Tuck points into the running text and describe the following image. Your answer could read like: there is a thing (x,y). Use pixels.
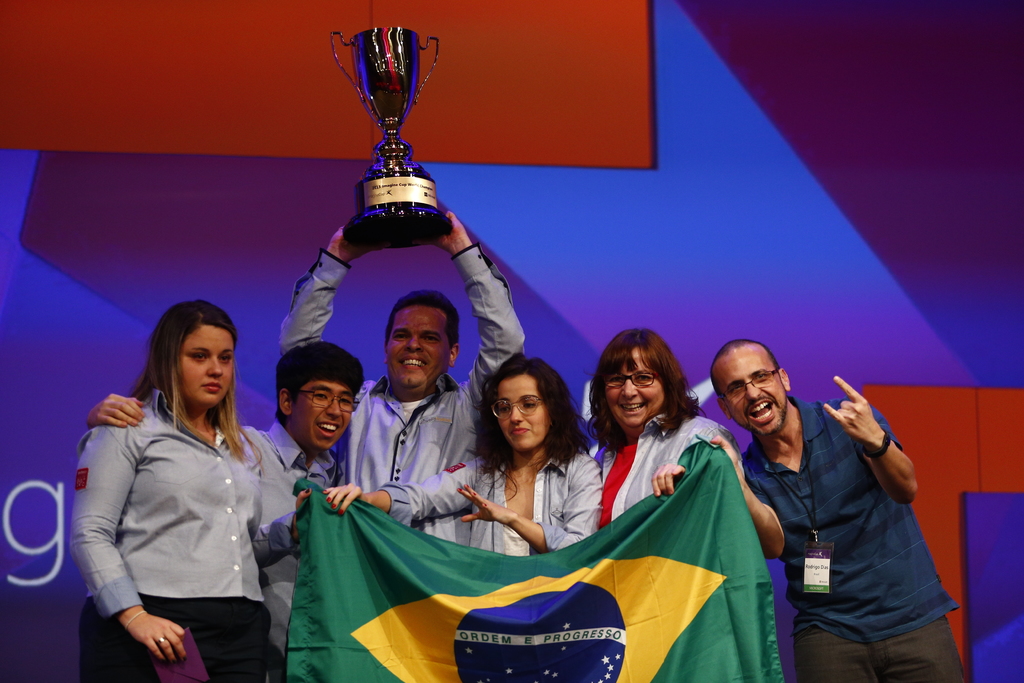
In this picture we can see group of people (536,388), few people (547,413) holding a flag (408,532) and a man (442,320) is holding a trophy (398,175).
